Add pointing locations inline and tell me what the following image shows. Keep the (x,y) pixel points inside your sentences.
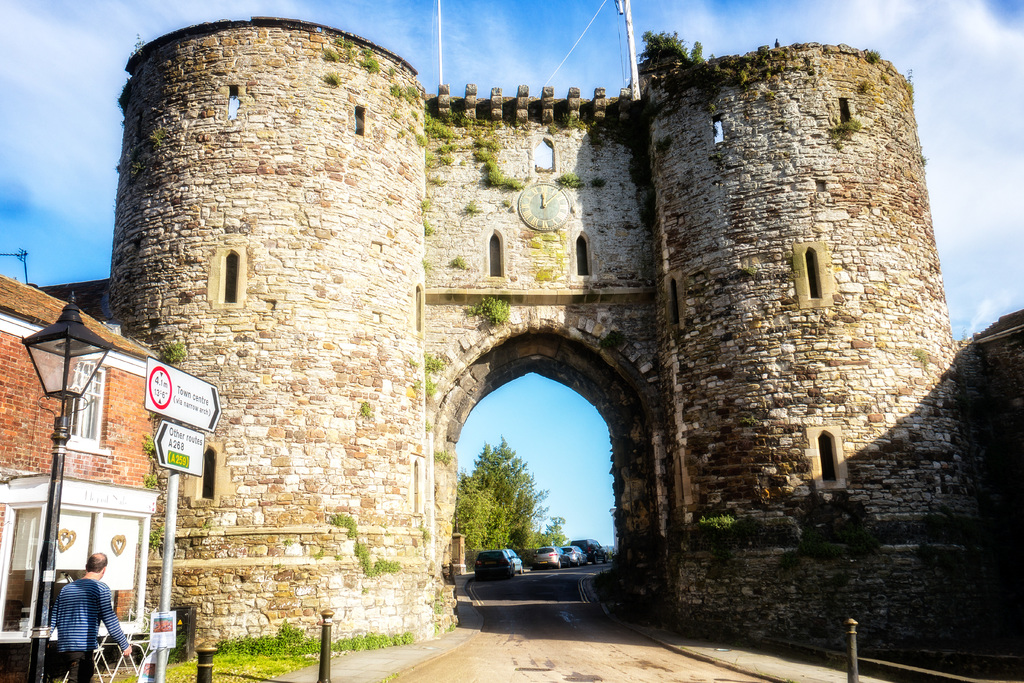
In this image there is a road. There are vehicles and trees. There is a person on the left side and also we can see street light (44,646). There is a house (7,646). We can see an arch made of stones (323,399). There is sky (974,150).
